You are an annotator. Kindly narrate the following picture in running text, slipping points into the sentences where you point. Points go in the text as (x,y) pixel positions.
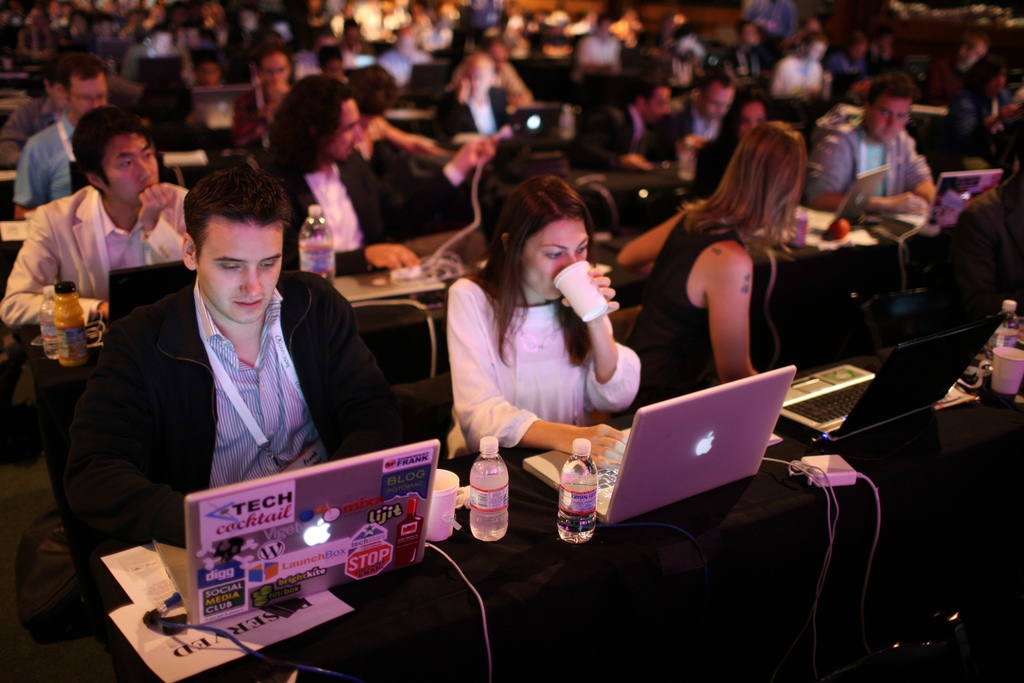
In this image I can see people (412,251) sitting on chairs (419,405) in front of tables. On tables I can see laptops (412,498), bottles (473,505), glasses (445,512), wires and other objects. The background of the image (629,107) is blurred.
